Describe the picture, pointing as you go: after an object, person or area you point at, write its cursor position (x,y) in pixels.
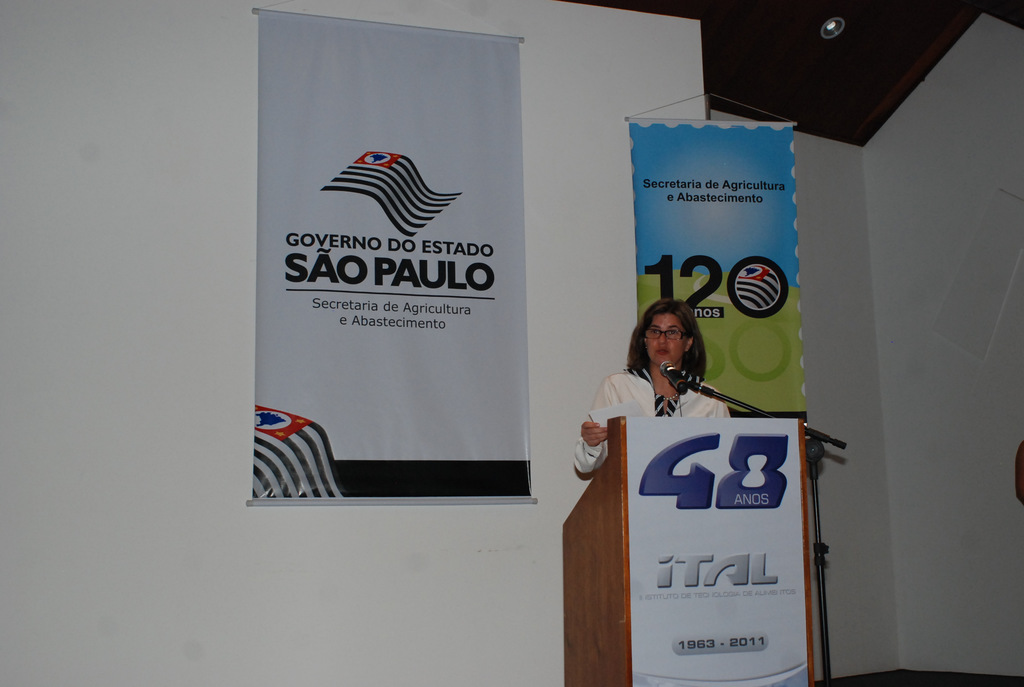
There is a woman (685,328) standing and holding a paper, in front of this woman (711,402) we can see microphone (678,386) with stand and board (631,512) on podium (582,512). In the background (646,229) we can see banners (329,135) and wall (626,78). At the top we can see light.
